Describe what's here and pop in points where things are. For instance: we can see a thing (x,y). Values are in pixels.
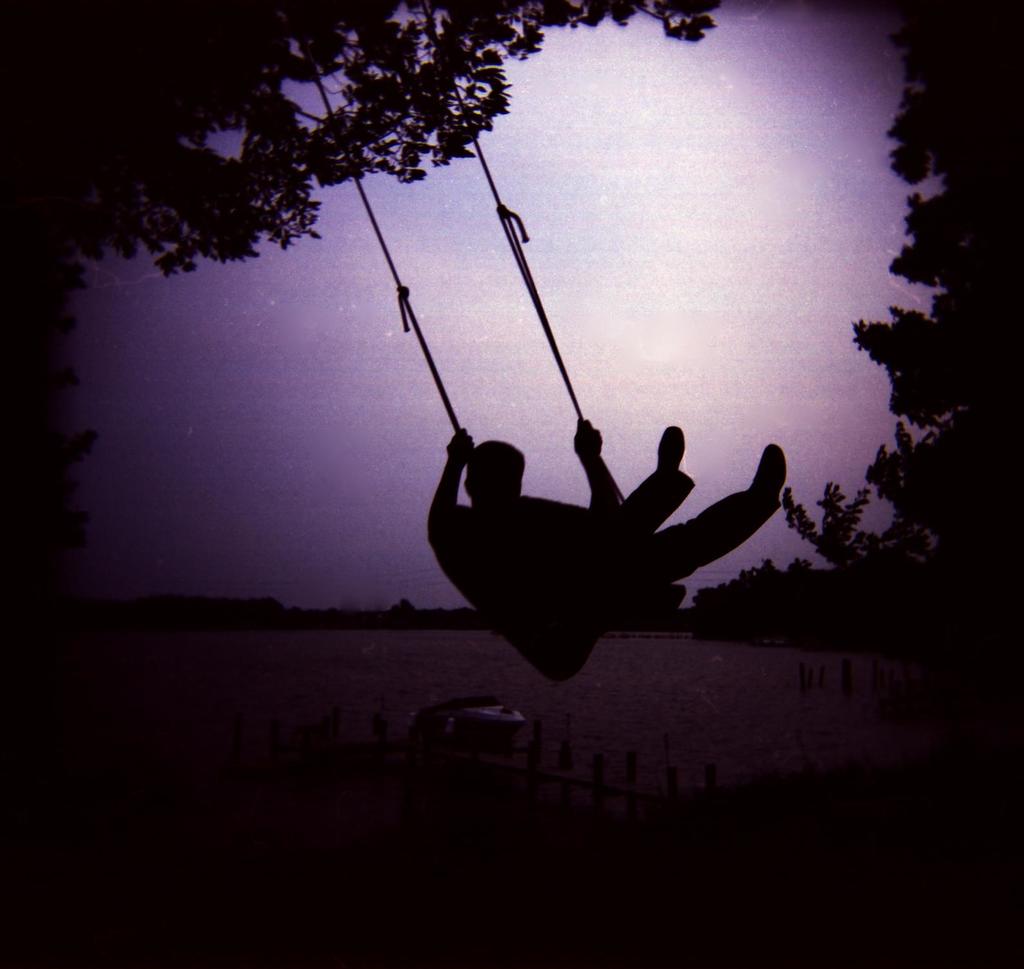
In this image I can see the person (465,561) on the swing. To the side of the person (605,542) I can see the water (584,777) and poles (537,794). In the back (291,429) there are trees (311,170) and the sky (505,384).
